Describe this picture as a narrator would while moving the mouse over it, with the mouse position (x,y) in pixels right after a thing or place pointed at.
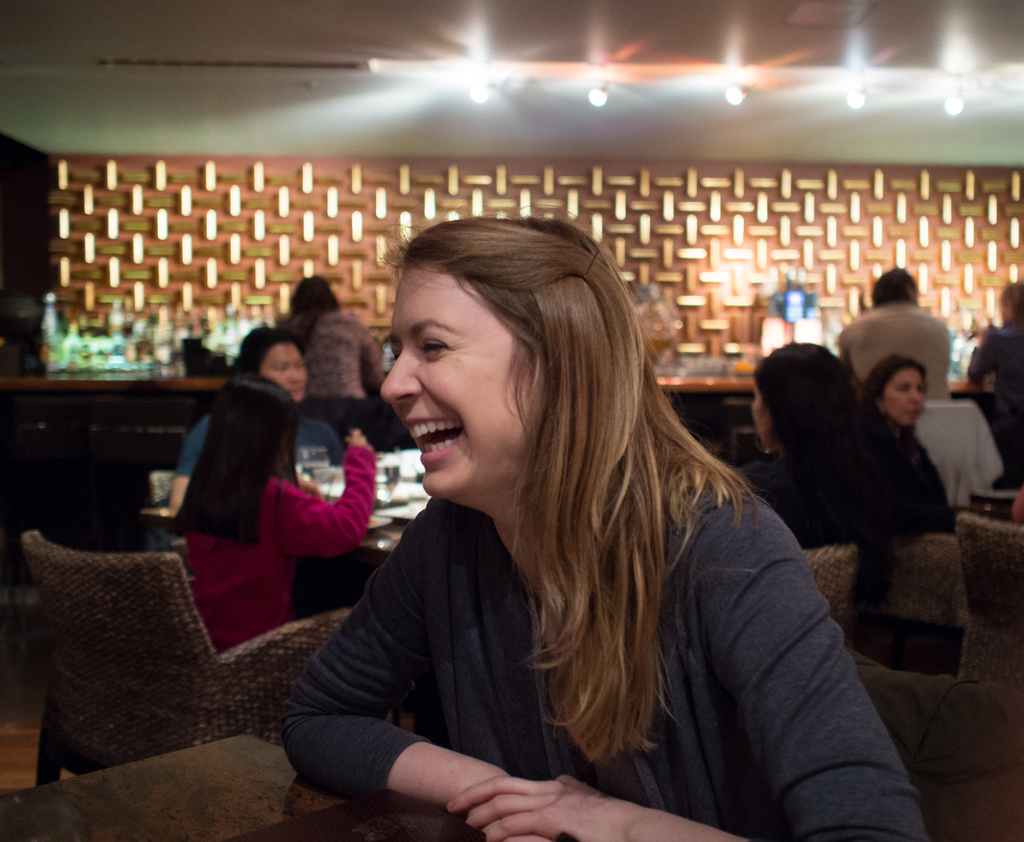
In this image we can see a group of persons (527,461) and chairs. There are groups of objects (386,498) on a table (367,545). Behind the persons (606,271) we can see a wall (623,199) and a group of objects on a table (142,394). At the top (520,128) we can see the roof (631,57) with lights (380,65).
